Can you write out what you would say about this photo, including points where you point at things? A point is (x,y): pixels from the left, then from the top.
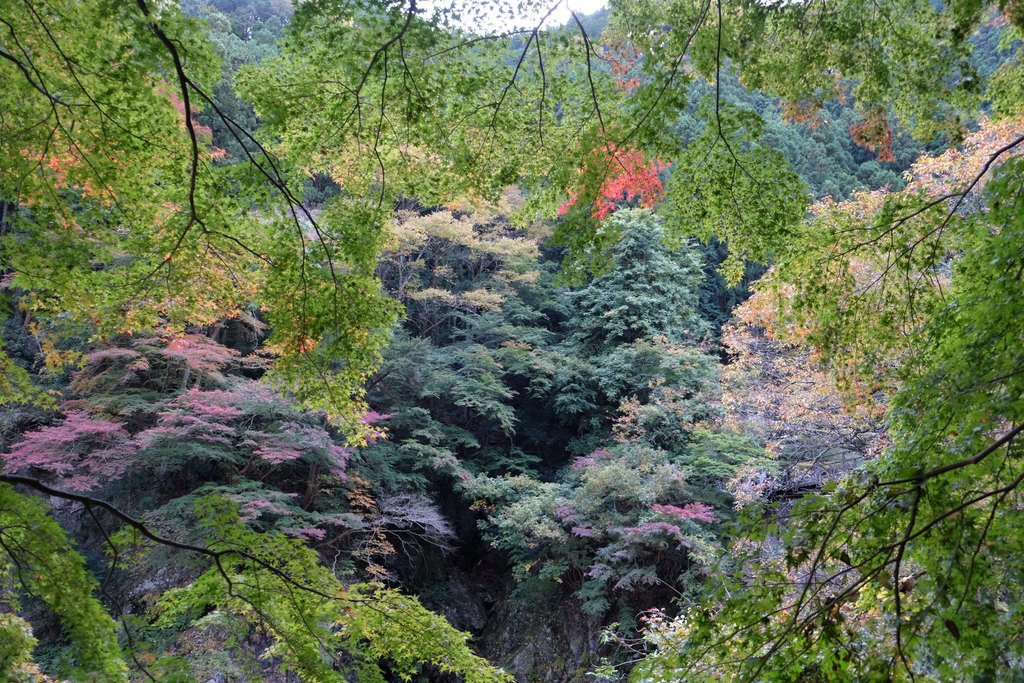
In this picture we can see some trees (387,186) all over the image.
